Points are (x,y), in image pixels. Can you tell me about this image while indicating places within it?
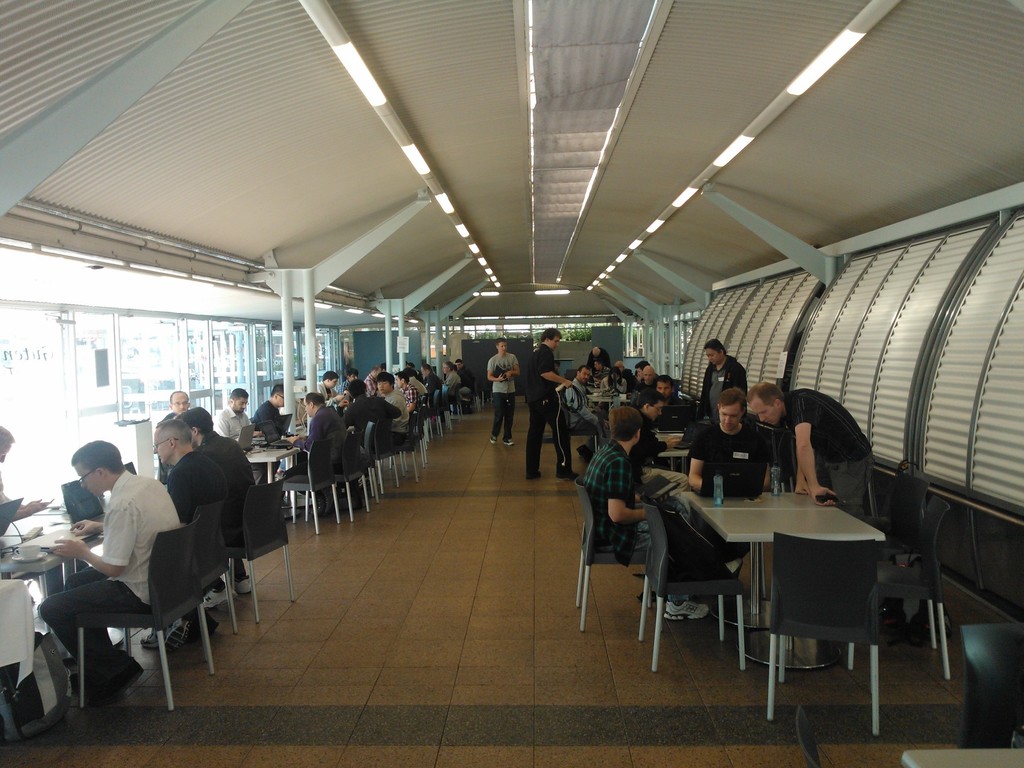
In this image I can see a number of people (3,452) where few of them are standing and rest all are sitting on chairs (658,616). I can also see tables (792,498) and on these tables (760,504) I can see laptops (17,505), cup (34,546) and few bottles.
